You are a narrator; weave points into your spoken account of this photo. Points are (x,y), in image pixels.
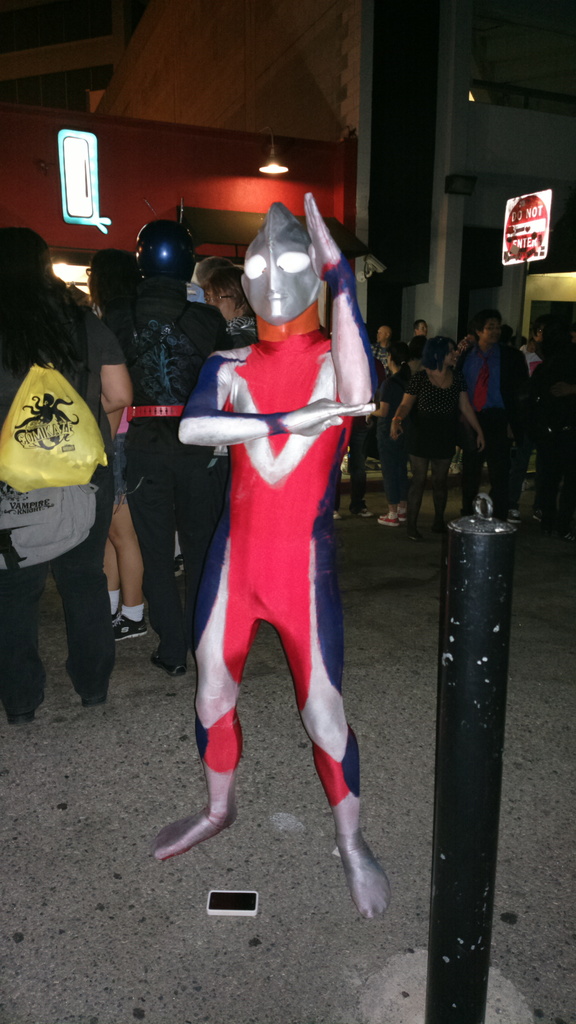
There is a person (263,568) wearing a costume (212,403). On the right side (474,663) there is a pole (454,879). In the back (168,347) there are many people (568,424). One person (187,313) is wearing helmet (184,250). Another person (80,371) is holding bags (43,486). In the background (268,164) there is a light (273,170). Also there is a board (527,222) with something written on that.
